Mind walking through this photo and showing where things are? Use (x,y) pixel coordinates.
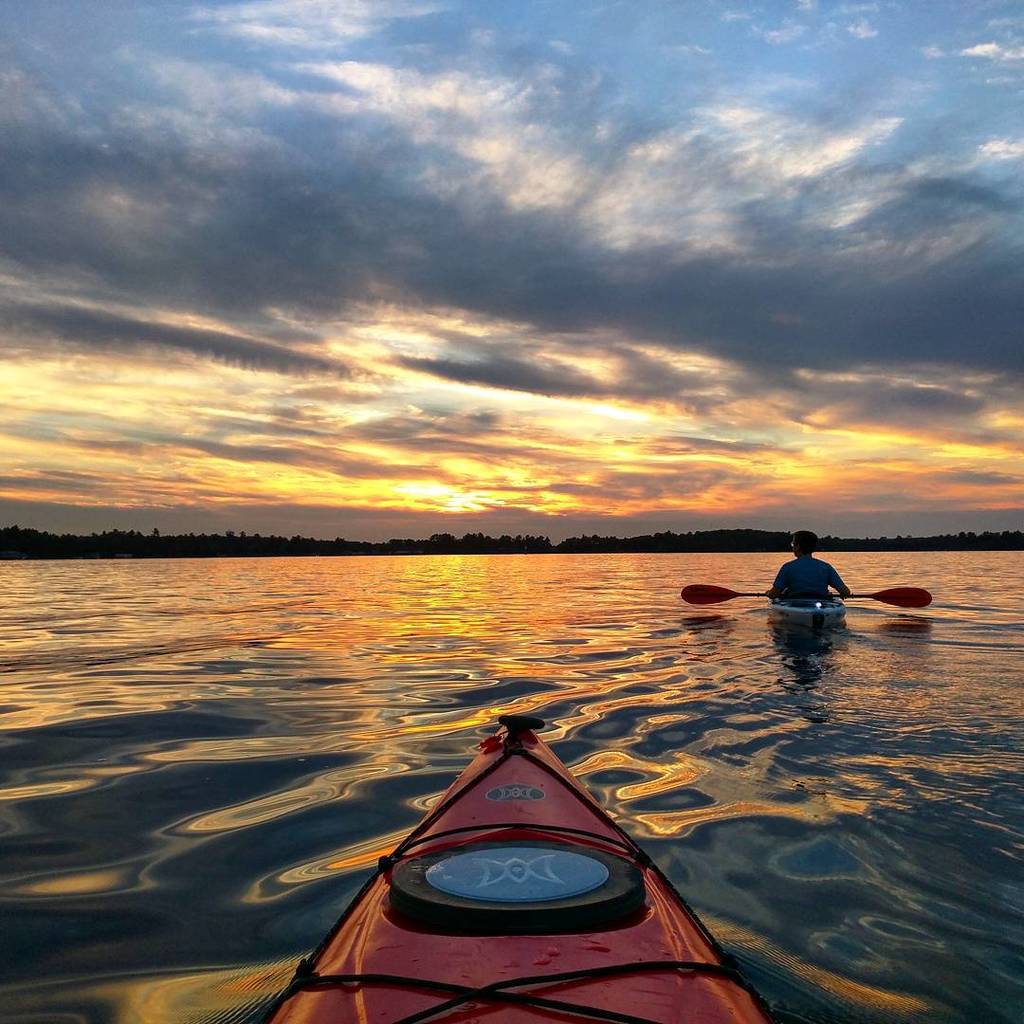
Here I can see a river (255,569). At the bottom (547,1008) I can see a red color boat (533,837) on the water (521,672). On the right side (807,594), I can see another boat (802,608) on which a person (802,580) is sitting by holding the paddles (889,593) in the hands (840,593). In the background (266,548) there are many trees (244,548). At the top (695,54) I can see the sky (575,61) and the clouds (406,254).
